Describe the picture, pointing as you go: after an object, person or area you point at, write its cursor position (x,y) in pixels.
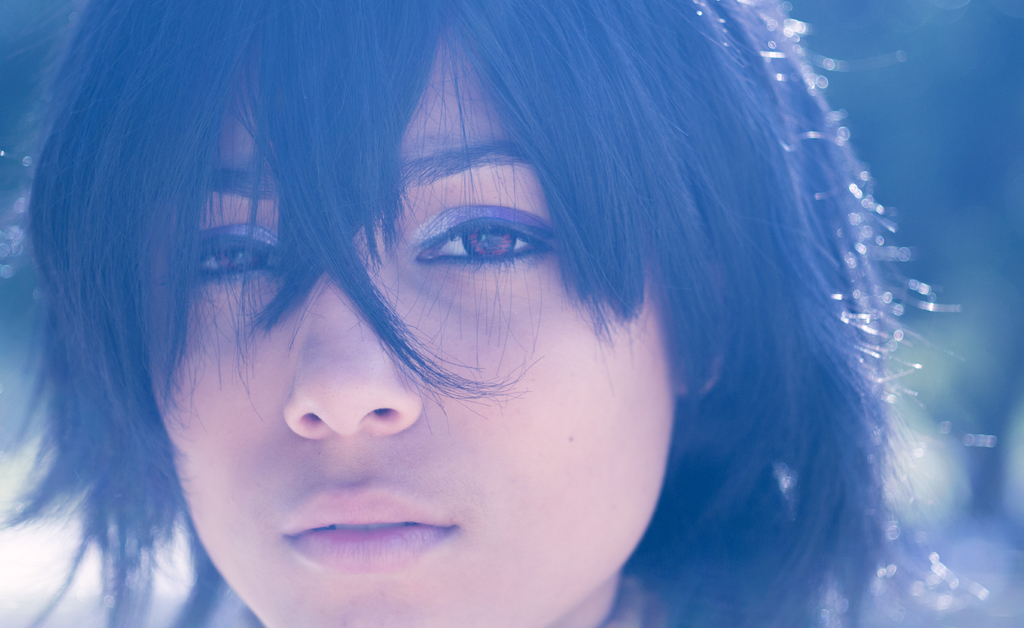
We can see woman face (550,321) and hair (642,37). In the background (899,102) it is blur.
